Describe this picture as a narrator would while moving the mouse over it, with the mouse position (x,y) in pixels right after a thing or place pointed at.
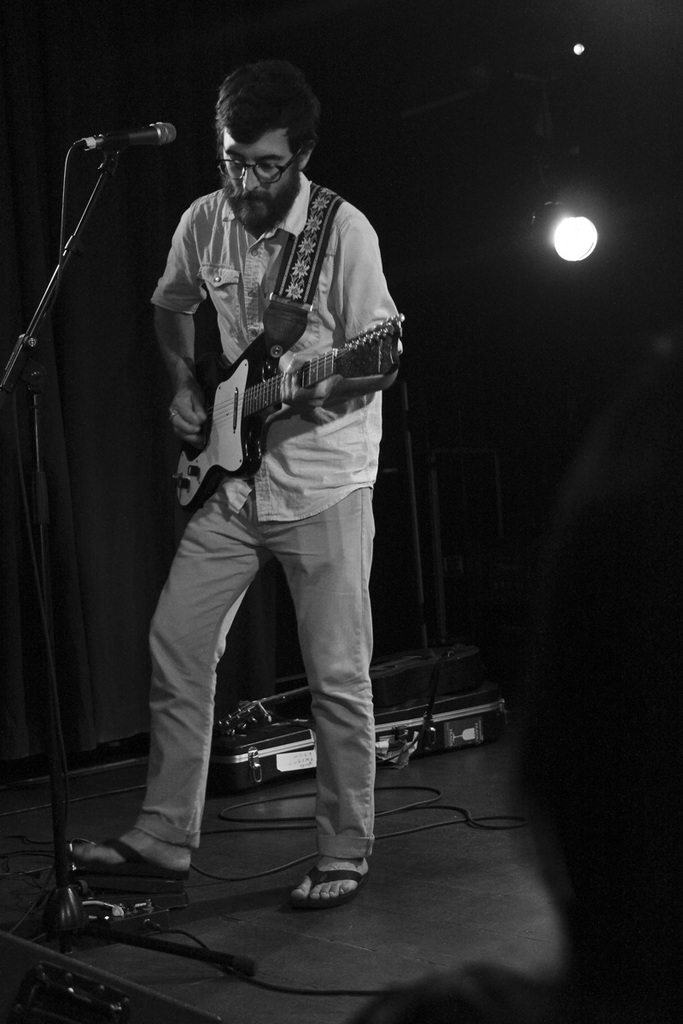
In the center (236,489) we can see the person (277,275) he is playing guitar (264,426). In front of him there is a microphone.
